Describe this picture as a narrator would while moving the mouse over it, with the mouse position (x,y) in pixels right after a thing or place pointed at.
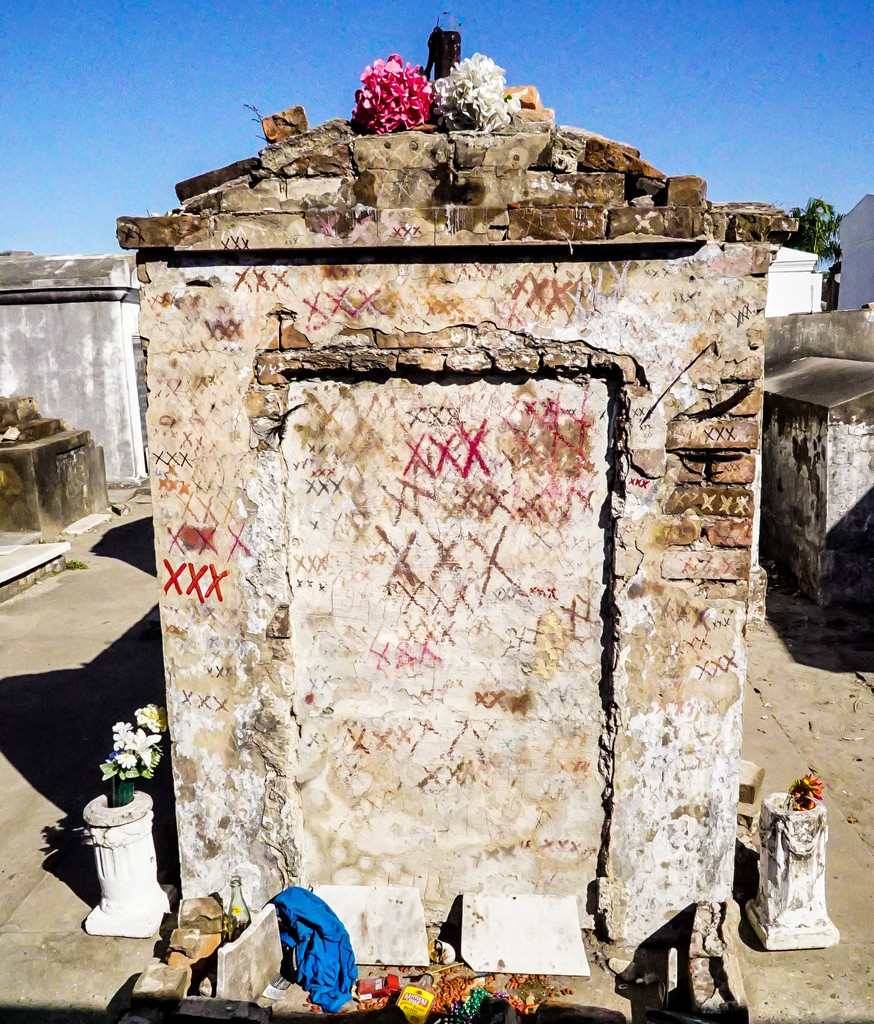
In the center of the image (530,589), we can see a stone (395,485) and there are some flowers (399,121) and we can see flower pots (155,907). At the bottom (308,936), there is a bottle (245,916), a cloth (339,955) and some packets (430,985) are on the ground (53,759). In the background (60,327), there are some other stones (75,414).
